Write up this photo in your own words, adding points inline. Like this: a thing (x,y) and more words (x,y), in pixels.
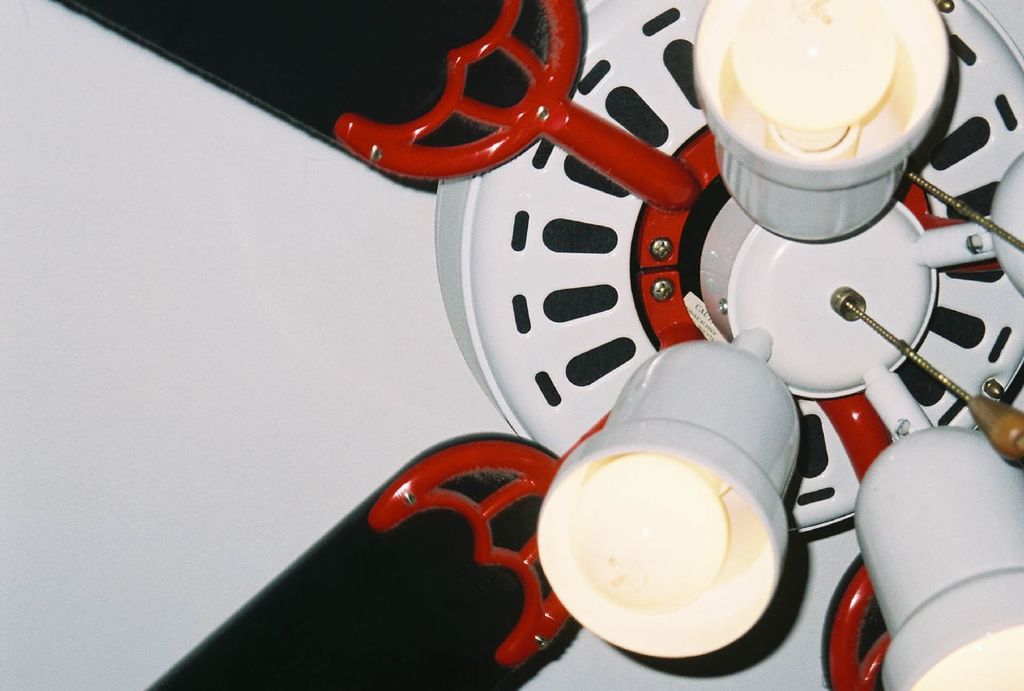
In this picture we can see a decorative ceiling fan (513,659) with lights (987,558).
